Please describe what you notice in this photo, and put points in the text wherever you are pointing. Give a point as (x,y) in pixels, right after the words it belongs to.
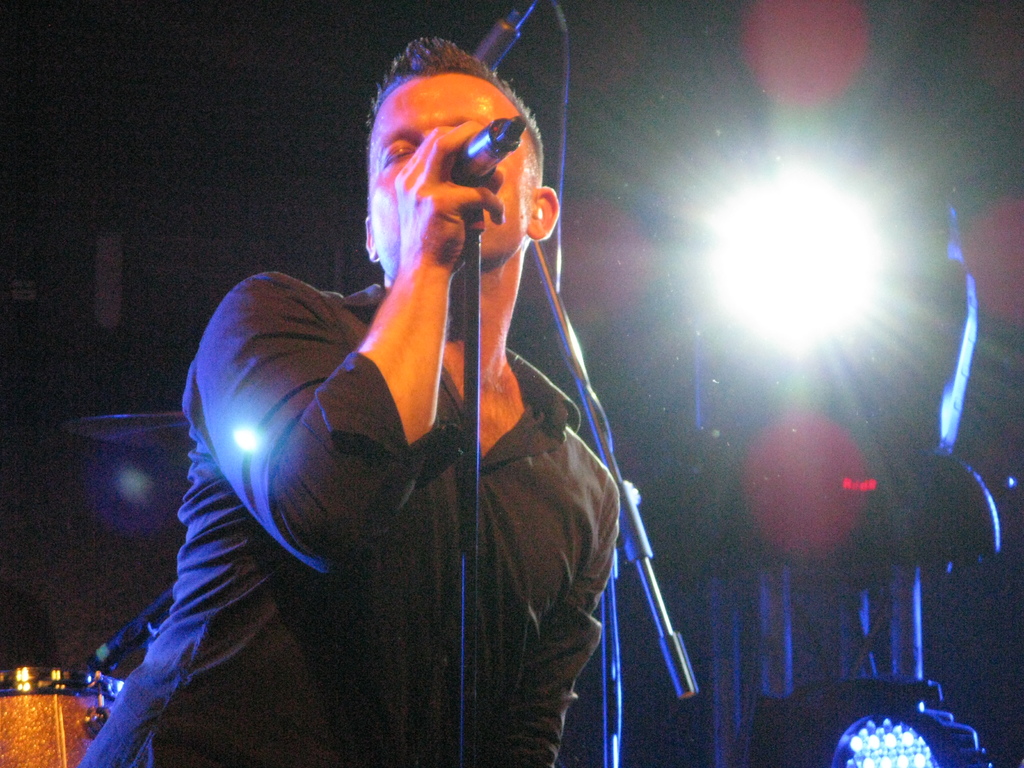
In this image I can see on the left side (250,341) a man (446,506) is holding the microphone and singing. He wore shirt (349,513), on the right side (816,292) there is a focus light (798,307). On the left side (12,715) there are music drums (96,693).
